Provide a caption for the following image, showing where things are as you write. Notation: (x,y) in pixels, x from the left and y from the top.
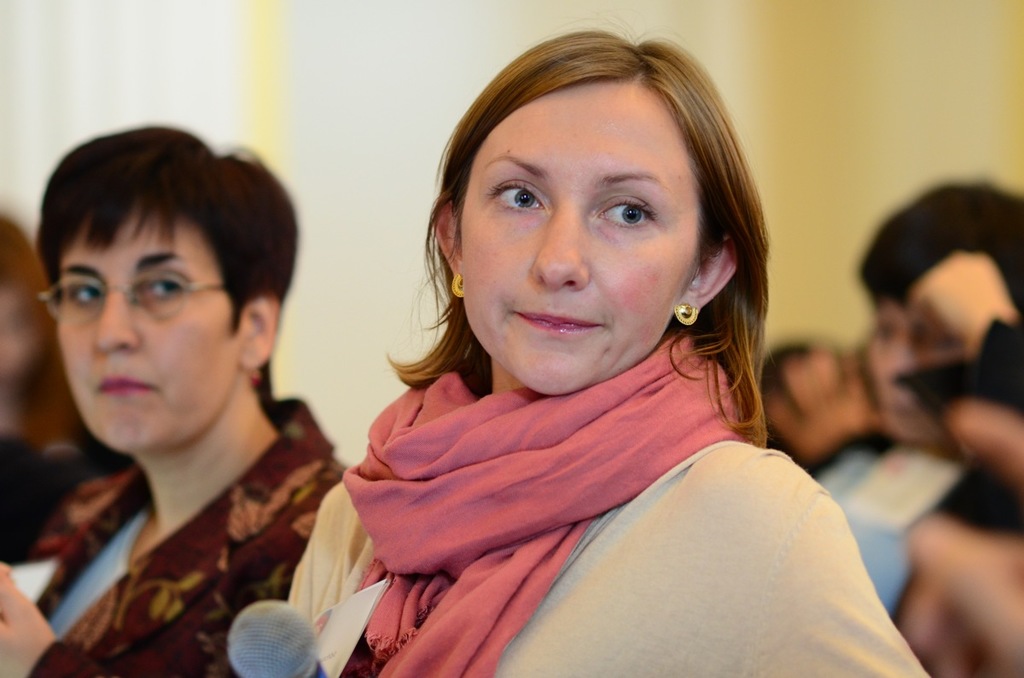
In this image, there are a few people (745,216). We can also see a microphone (299,613) at the bottom (268,610). We can also see the background (937,45).
